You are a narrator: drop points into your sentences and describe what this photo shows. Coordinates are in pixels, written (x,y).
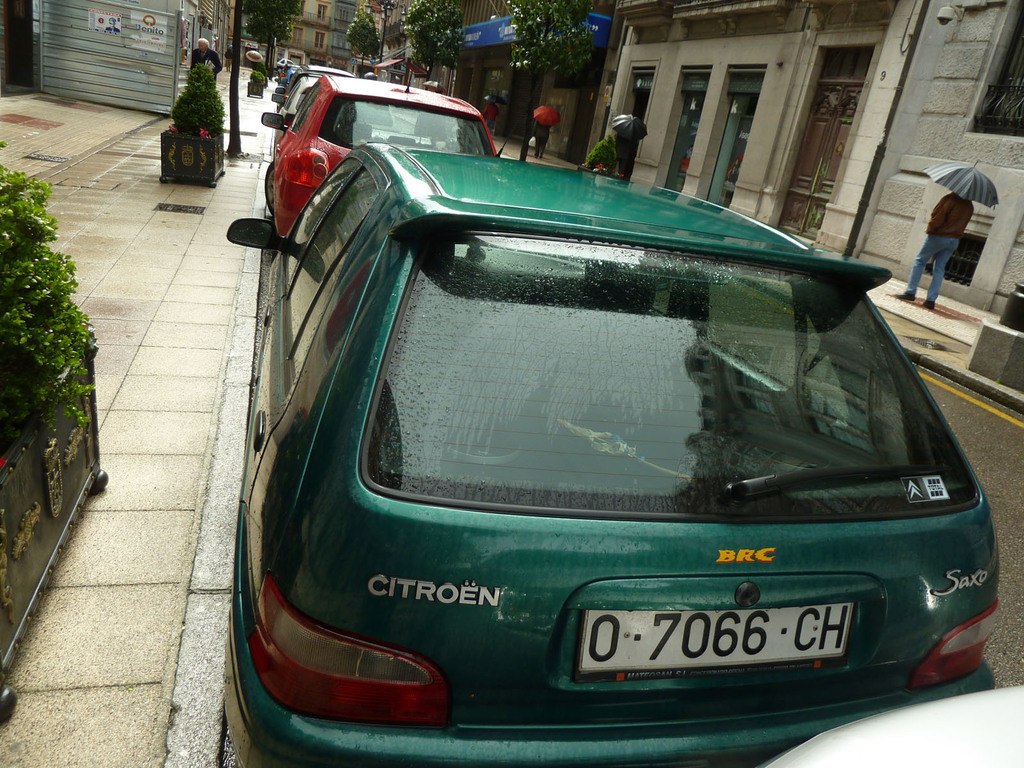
In this image we can see many vehicles (403,254). There are many buildings (722,78) in the image. There are few people (627,159) walking on the footpath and carrying the umbrellas (942,168). There are many trees (359,30) and plants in the image. There are street lamps (395,7) in the image.
